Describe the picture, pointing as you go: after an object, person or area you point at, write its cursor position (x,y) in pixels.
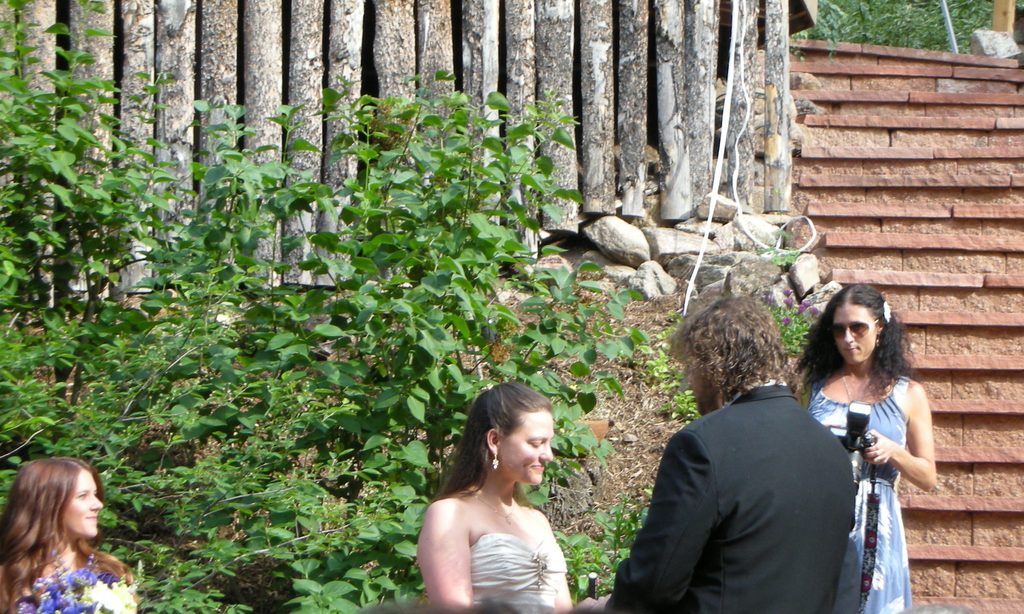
This picture shows three women (6,598) and one man (652,529). a woman (885,316) in the picture holds a camera (854,415) in her hand (885,447) and she wore a sunglasses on her face (867,322) and we can see few trees (214,104) and a stairs (859,262) in order to climb up.
